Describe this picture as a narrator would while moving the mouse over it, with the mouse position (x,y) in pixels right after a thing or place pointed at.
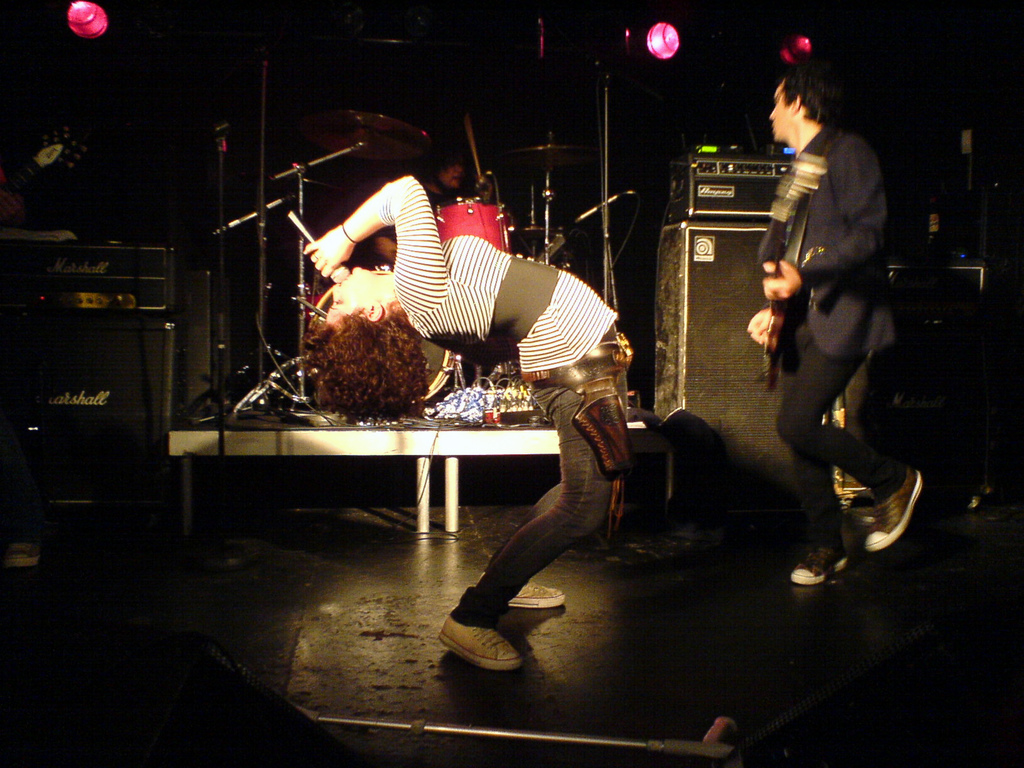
In the picture we can see a person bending back and singing a song in the microphone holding it and beside the person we can see a man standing and playing a musical instrument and in the background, we can see an orchestra system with some music boxes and to the ceiling (118,52) we can see some lights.
